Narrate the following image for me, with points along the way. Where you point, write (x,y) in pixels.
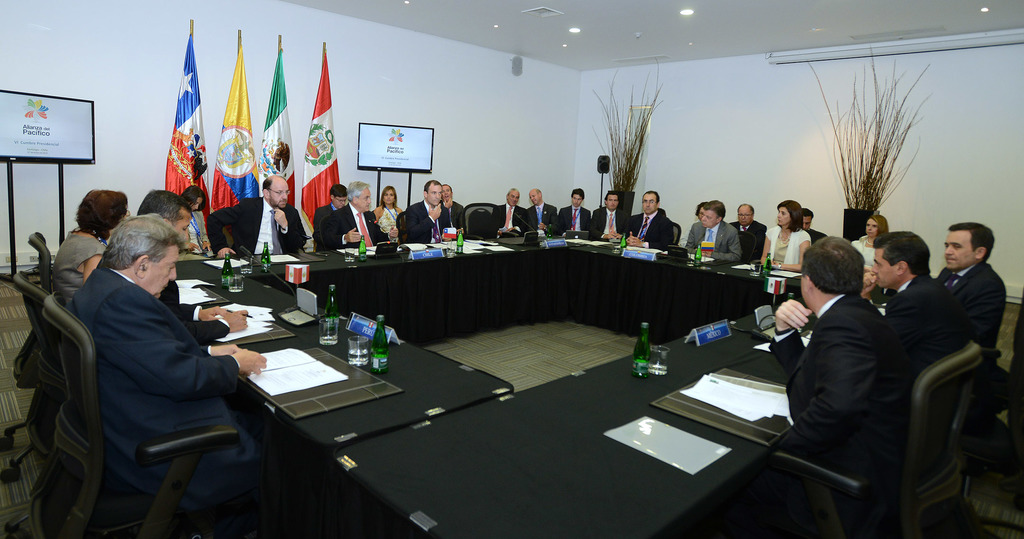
This picture describes about group of people (196,362), they are seated on the chairs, in front of them we can see few papers (705,393), glasses (332,332), bottles (336,312), name boards (355,321) and other things (291,321) on the tables (471,398), in the background (207,194) we can see few flags (198,125), screens (39,130), speaker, flower vases (624,150) and lights (683,14).
